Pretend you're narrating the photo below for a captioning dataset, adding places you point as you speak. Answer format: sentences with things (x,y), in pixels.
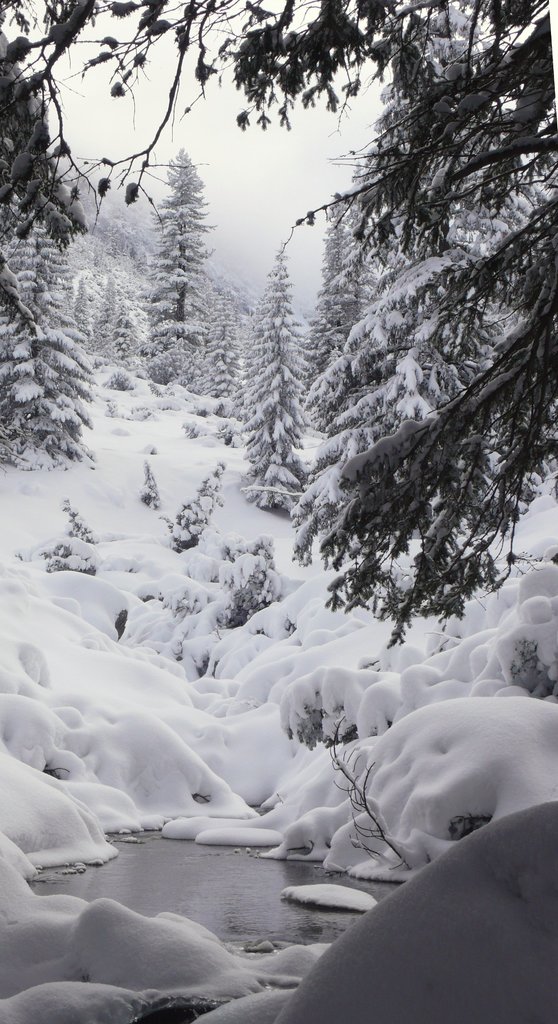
At the bottom of the picture (297,875), we see water (230,871) and ice (294,895). There are trees (403,405) in the background (243,337) and these trees (168,274) are covered with the ice (346,459). At the top (243,98), we see the sky (243,98).
